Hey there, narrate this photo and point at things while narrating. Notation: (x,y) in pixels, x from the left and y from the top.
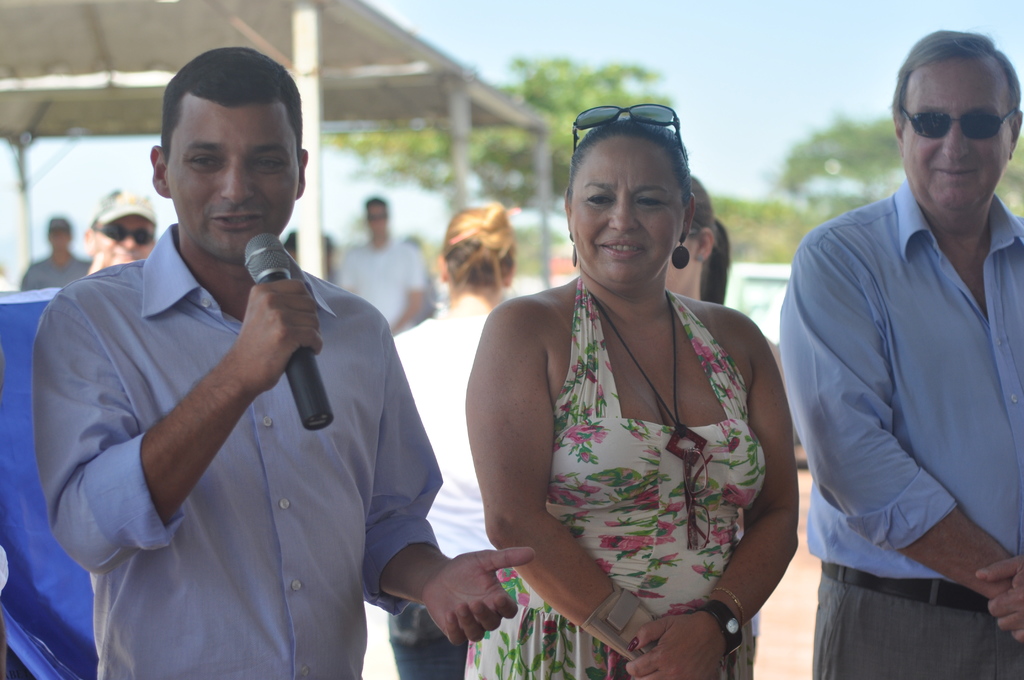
In this picture we can see two men (253,307) and one woman (569,400) standing and here man (244,234) holding mic (268,276) in his hand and talking and beside to him two (685,346) are smiling and in background (460,259) we can see some more persons (451,247), shed (448,91), tree (822,142), sky (730,114).
